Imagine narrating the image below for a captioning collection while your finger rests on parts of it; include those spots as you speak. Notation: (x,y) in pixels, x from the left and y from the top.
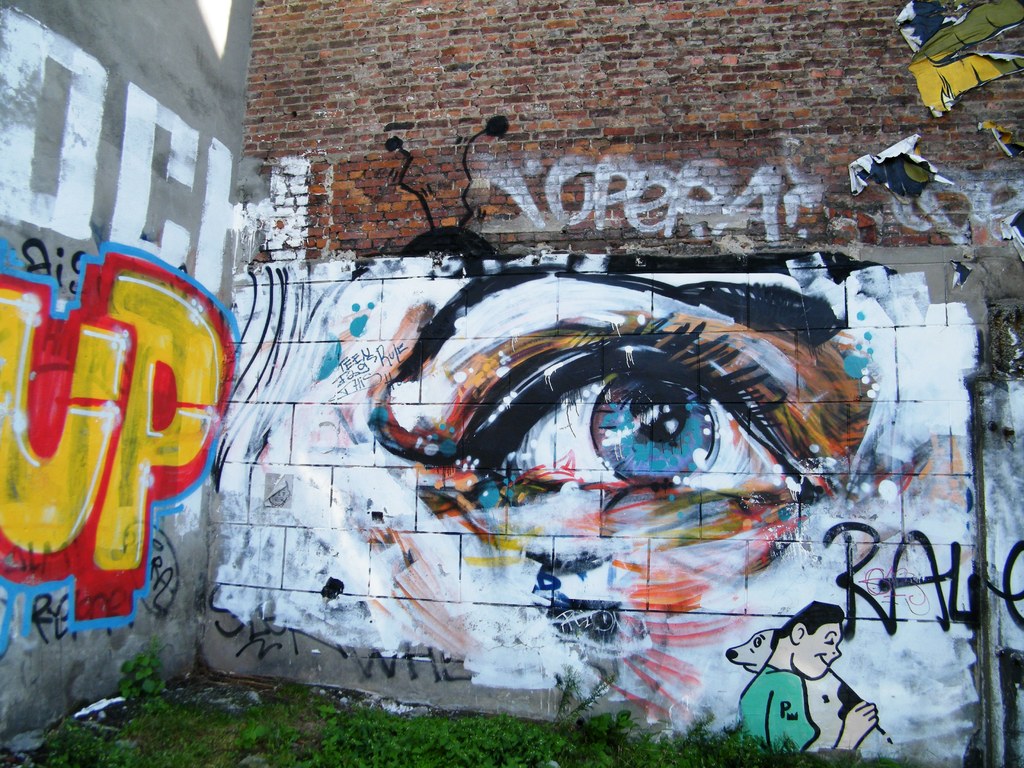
In this image there are walls (380,446) with graffiti paints (380,446) and grass (449,724) in the ground (239,761).
